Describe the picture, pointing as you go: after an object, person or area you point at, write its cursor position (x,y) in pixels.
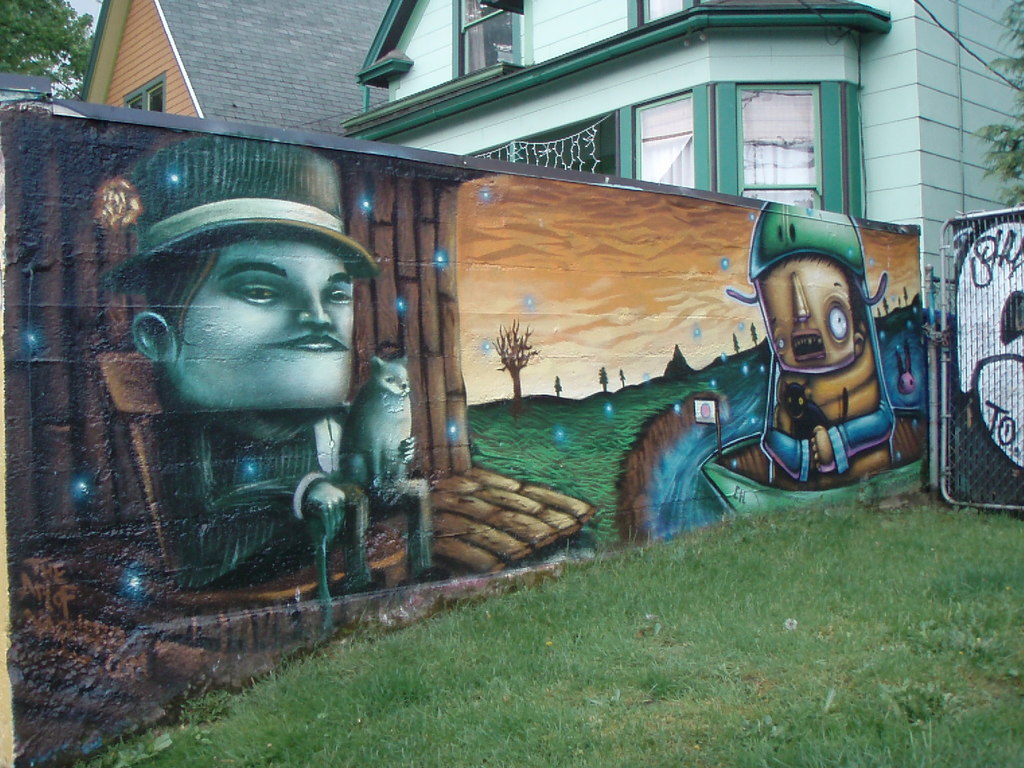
In this image I can see a wall (712,333), on the wall (377,314) I can see few images (390,293) in multi color, background (895,187) I can see few buildings (594,83) in green and brown color, trees (17,19) in green color and the sky (90,5) is in white color.
